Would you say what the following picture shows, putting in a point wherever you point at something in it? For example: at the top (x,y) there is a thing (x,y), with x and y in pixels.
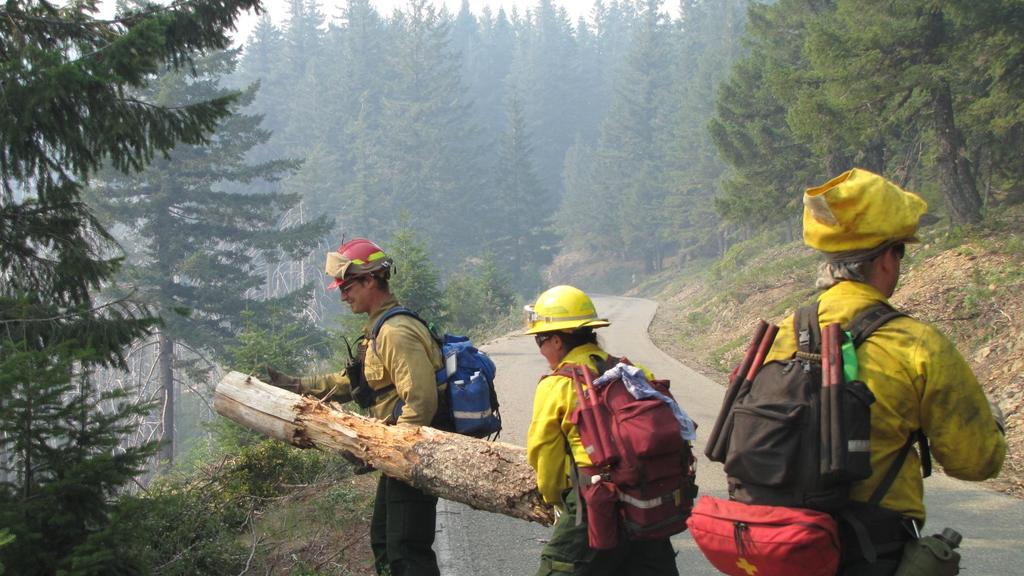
These three people (399,395) wore bags (578,431). These two people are holding a wooden log (419,428). Background (773,107) there are trees (282,113).
